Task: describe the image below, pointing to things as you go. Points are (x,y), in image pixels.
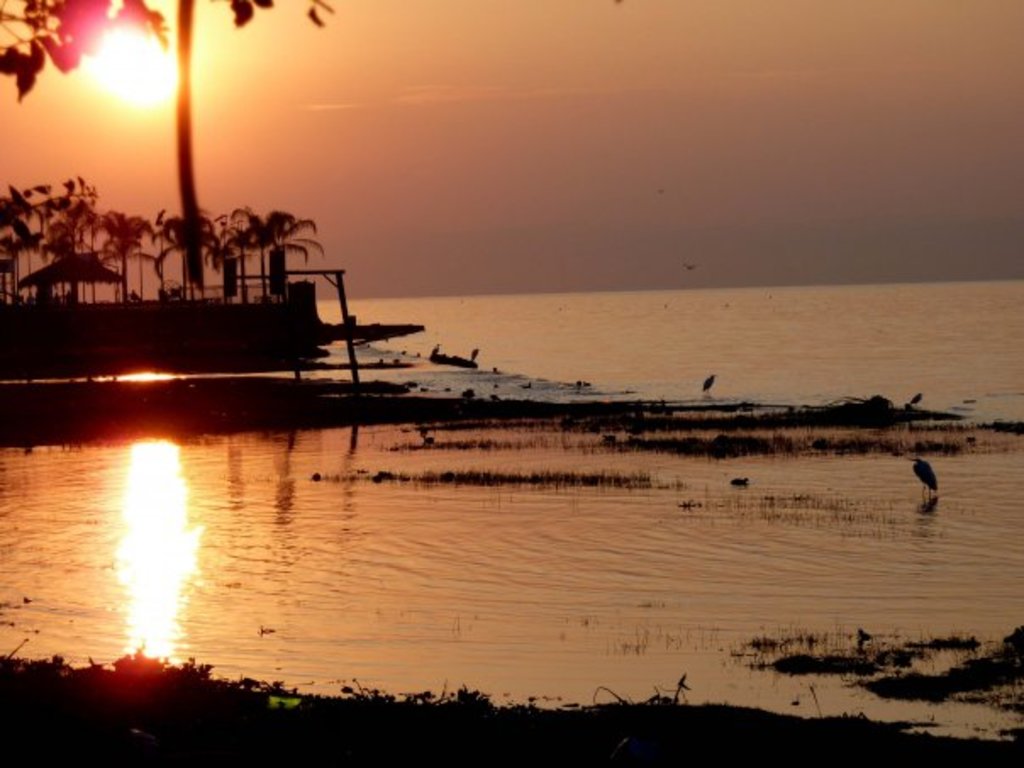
In this image, we can see sun (147,74) rising in the sky (479,112). There is lake (757,539) in the middle of the image (533,369). There are some trees (25,223) on the left side of the image (57,233).
